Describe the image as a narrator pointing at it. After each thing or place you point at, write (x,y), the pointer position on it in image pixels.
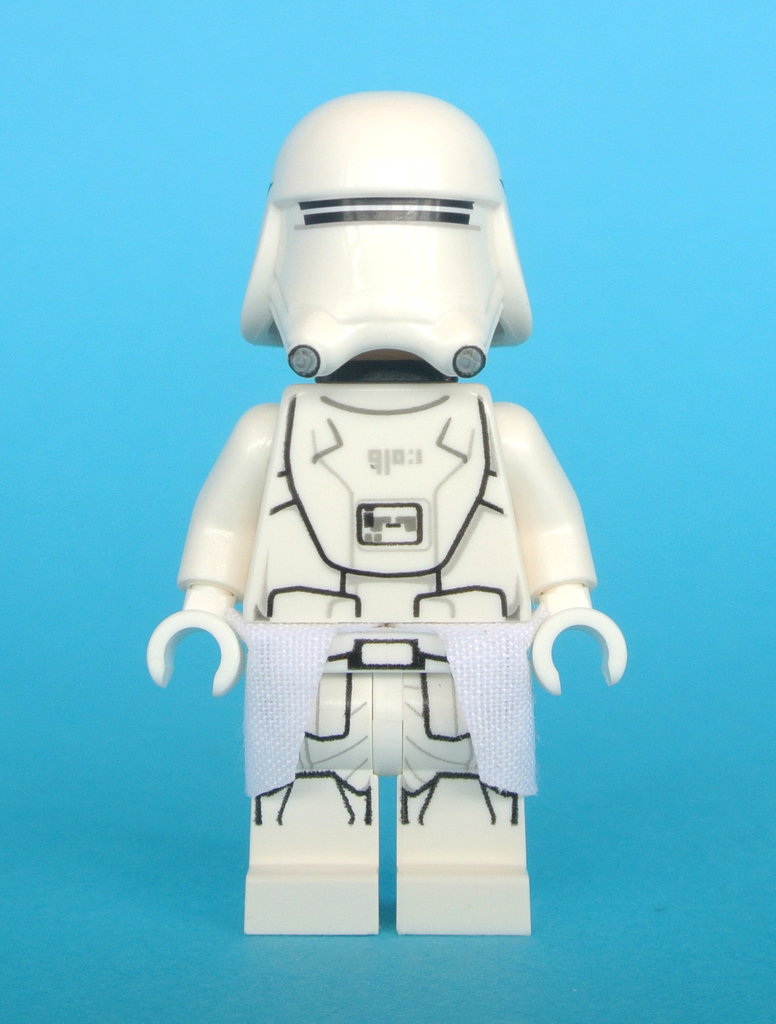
This image consists of a doll (388,586) made up of plastic (387,357). It is in white color. The background (19,444) is blue in color.
